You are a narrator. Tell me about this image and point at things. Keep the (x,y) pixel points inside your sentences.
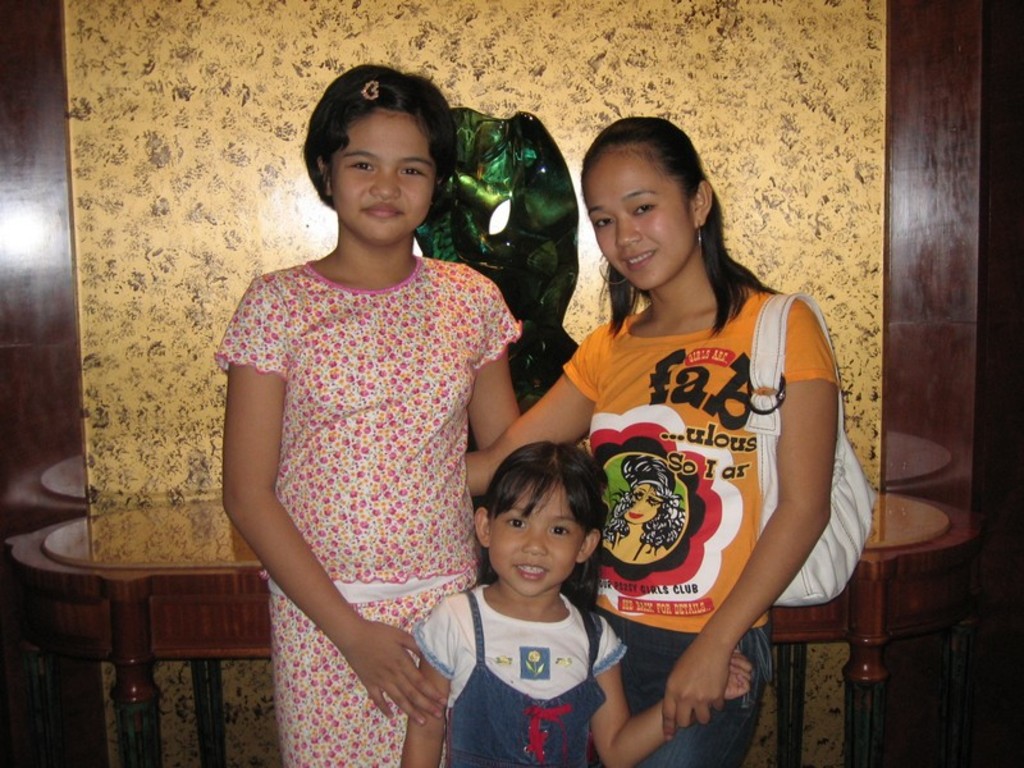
In this image we can see three girls (591,501). One is having a bag (834,539). In the back (552,75) there is a wall (200,63). Also there is a table (61,562) and some other object (510,199).
